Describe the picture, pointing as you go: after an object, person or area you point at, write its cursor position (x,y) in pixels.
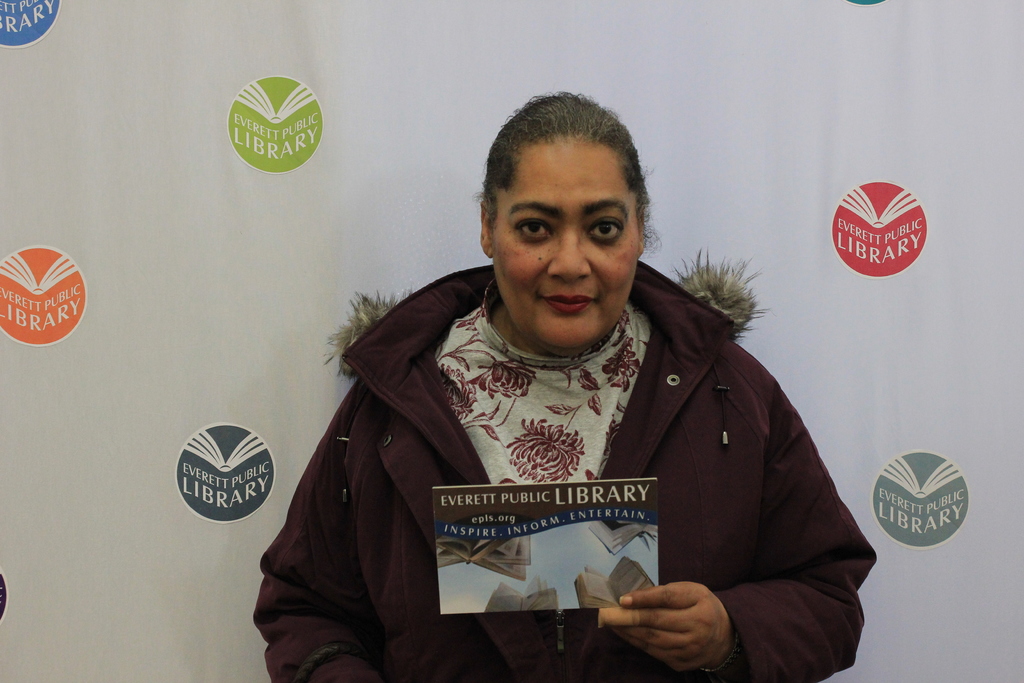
In this picture there is a woman (523,340) wearing brown coat (670,486) standing and showing the paper post (532,552). Behind there is a white color banner (213,253).
